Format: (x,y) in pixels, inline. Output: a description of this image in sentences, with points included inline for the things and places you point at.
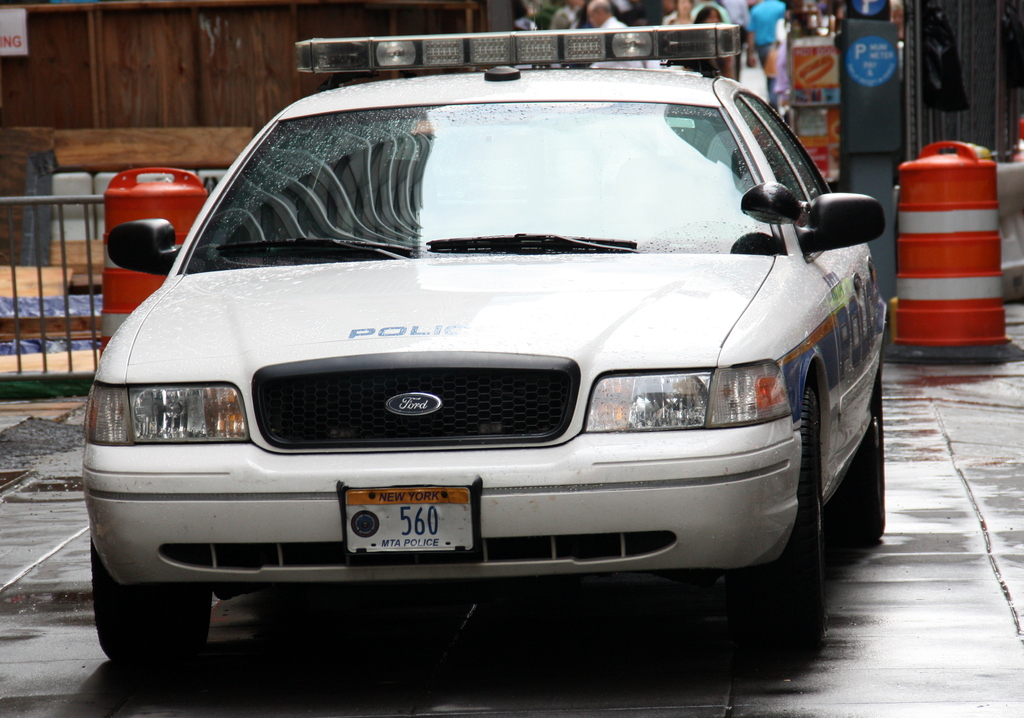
In this image we can see a car (454,411). And can see the metal fence (44,349). And we can see the wooden wall (154,54). And we can see some other wooden objects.
